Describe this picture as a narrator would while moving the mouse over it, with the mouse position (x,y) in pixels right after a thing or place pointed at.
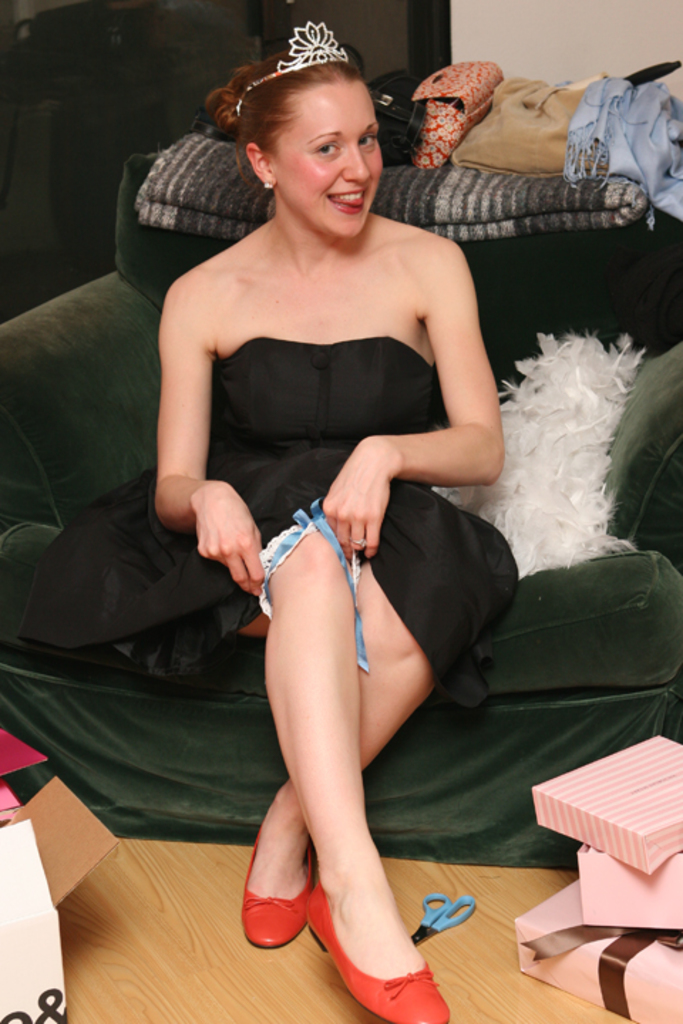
In this image we can see a woman (293,611) is sitting on green color sofa (515,692). She is wearing black dress (293,478) and crown (289,70). Behind her bags (442,132) and blue color scarf (643,96) is there. At the bottom of the image (609,938), boxes (34,945) and scissors (437,918) are there.
